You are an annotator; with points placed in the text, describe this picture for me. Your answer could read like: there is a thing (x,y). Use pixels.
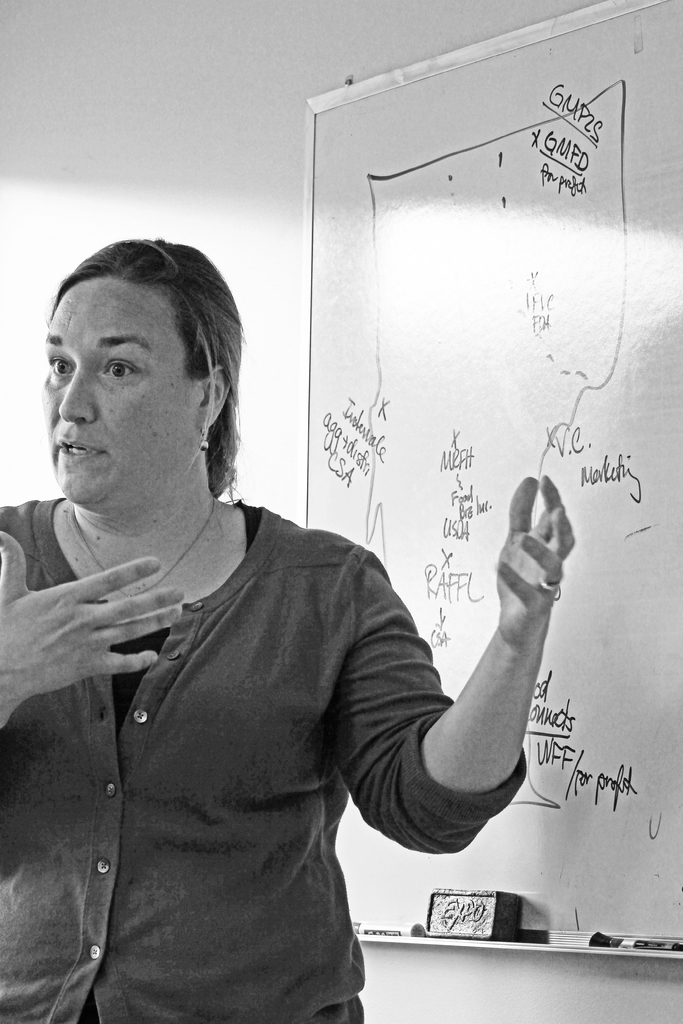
In this image, I can see a woman (162,619) explaining behind her i can see a white board (635,670) there is something written on it and a wall (457,950).
